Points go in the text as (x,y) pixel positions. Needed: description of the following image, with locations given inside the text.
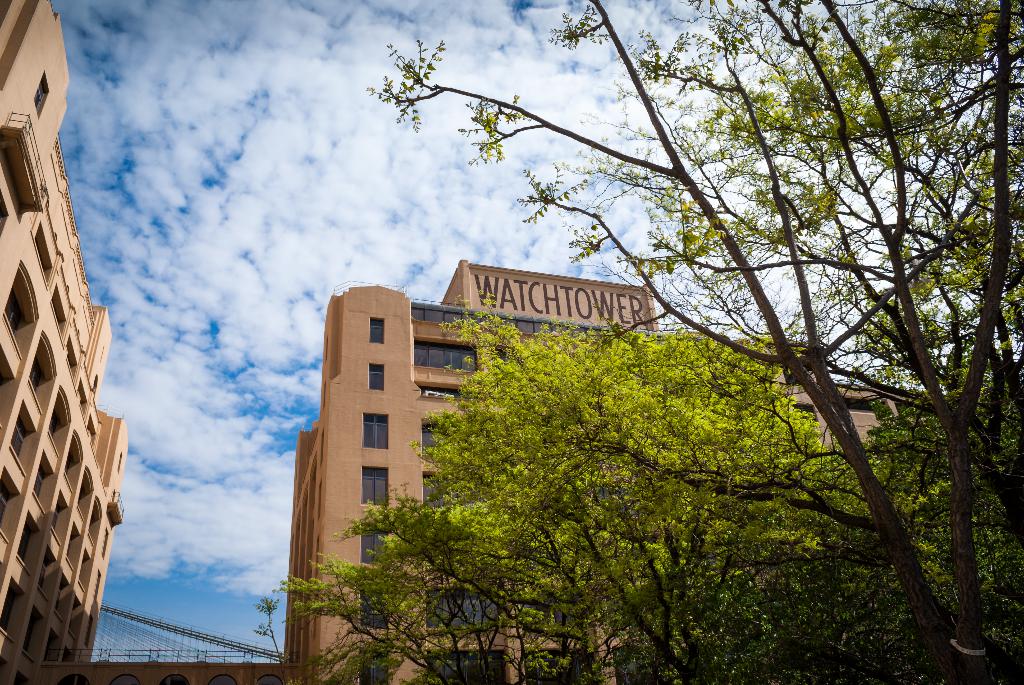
In this picture there are trees (808,342) in the right corner (803,403) and there is a building (560,315) which has watchtower written on it is in the background (541,296) and there is another building (123,435) in the left corner (51,482) and the sky (162,377) is a bit cloudy.
